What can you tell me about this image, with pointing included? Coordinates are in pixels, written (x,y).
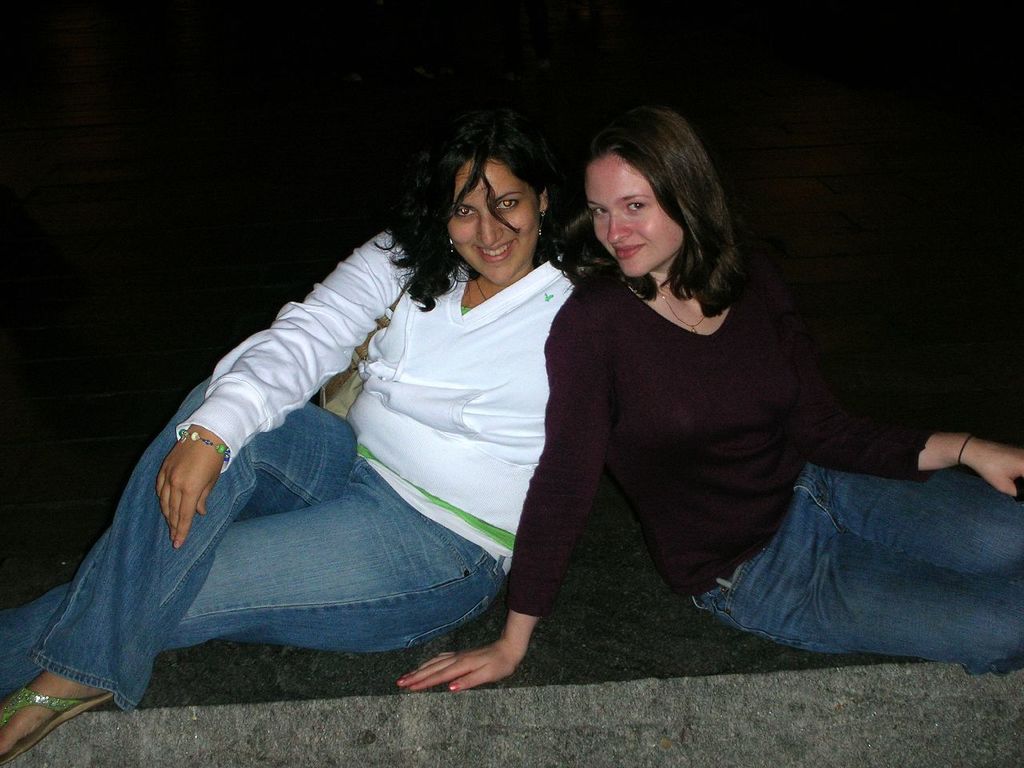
In this picture we can see two women (637,238) smiling and sitting on the floor (501,608). We can see the dark view in the background (877,258).
